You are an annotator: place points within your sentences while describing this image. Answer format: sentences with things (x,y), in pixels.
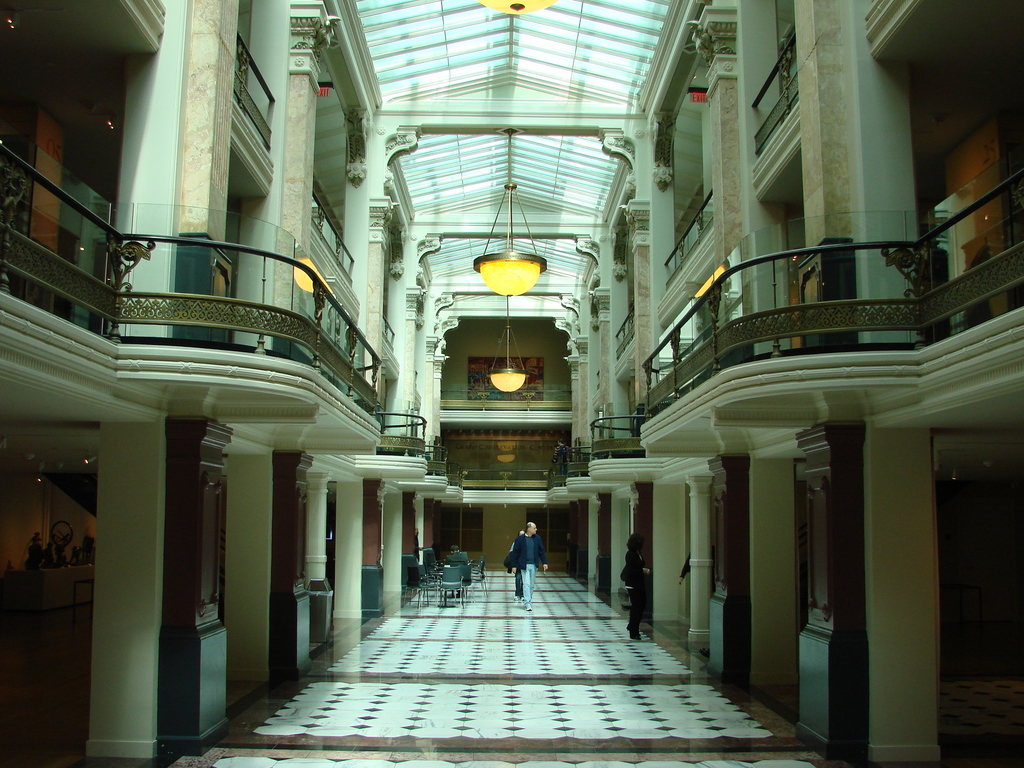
In the middle of the image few persons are standing and walking and there are some chairs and tables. In the image we can see inside of a building (305,295). At the top of the image (670,10) there is roof (554,278) and lights (519,387).
